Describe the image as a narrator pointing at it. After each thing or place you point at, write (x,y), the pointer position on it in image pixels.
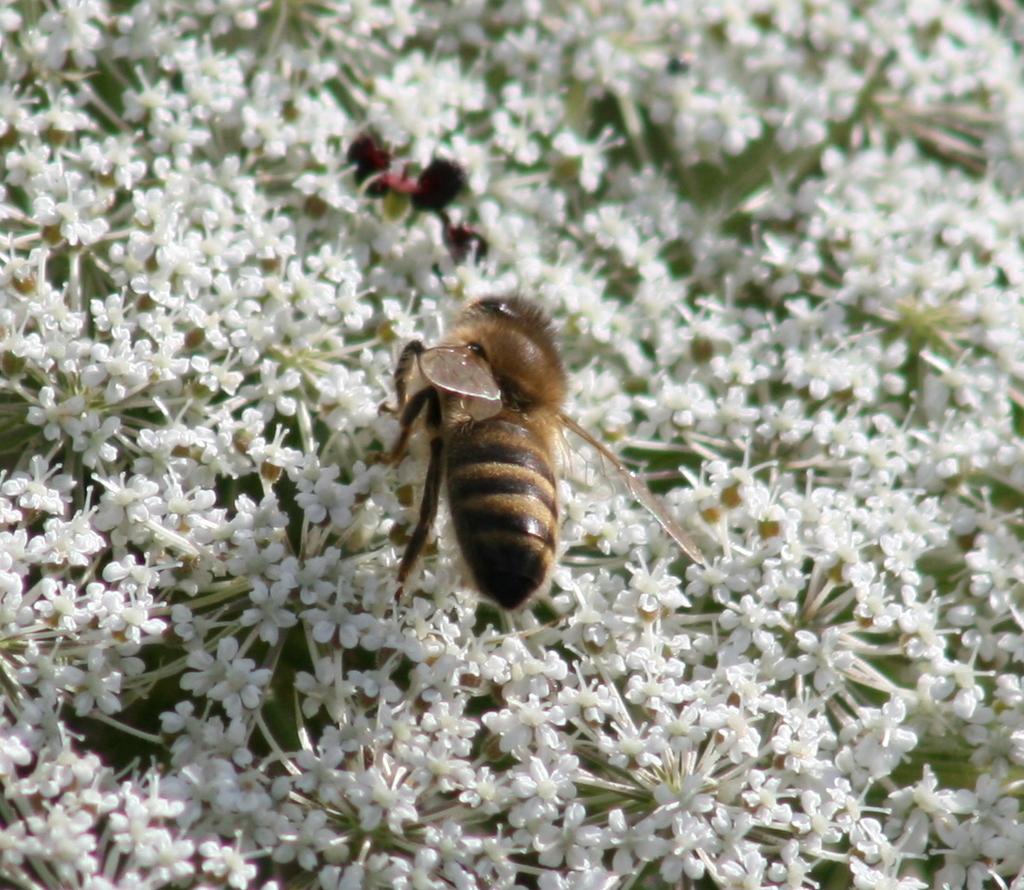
In this picture we can see an insect (522,590) on white flowers (248,339) and in the background (900,31) it is blurry.
